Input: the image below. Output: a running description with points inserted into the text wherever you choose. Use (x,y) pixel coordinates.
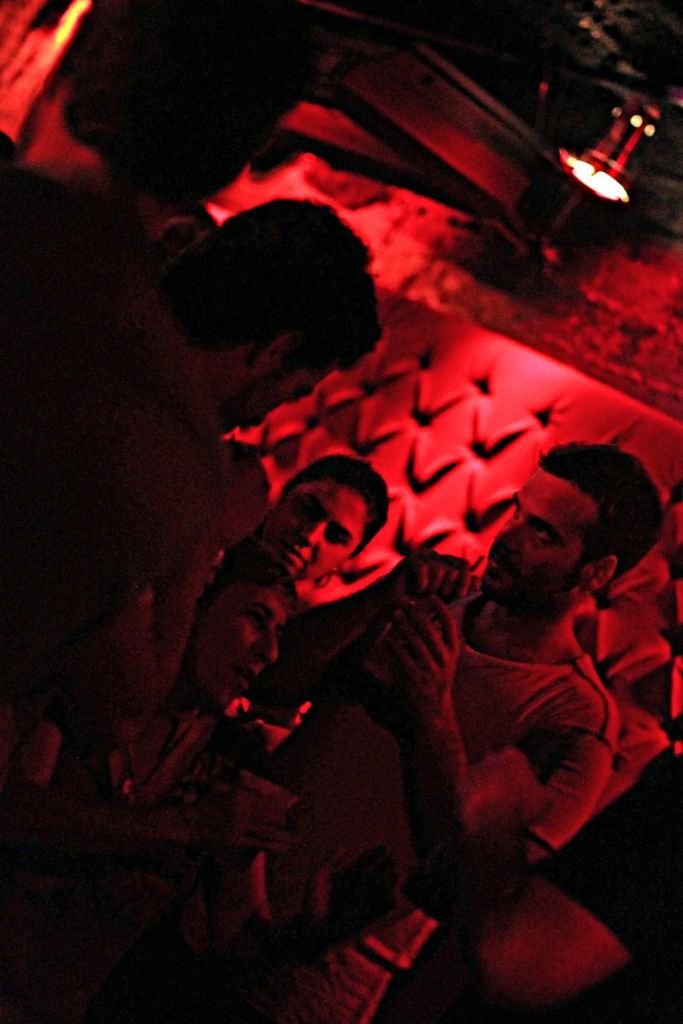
In this picture, we can see a few people (267,556), and the wall (621,317), and we can see the light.
